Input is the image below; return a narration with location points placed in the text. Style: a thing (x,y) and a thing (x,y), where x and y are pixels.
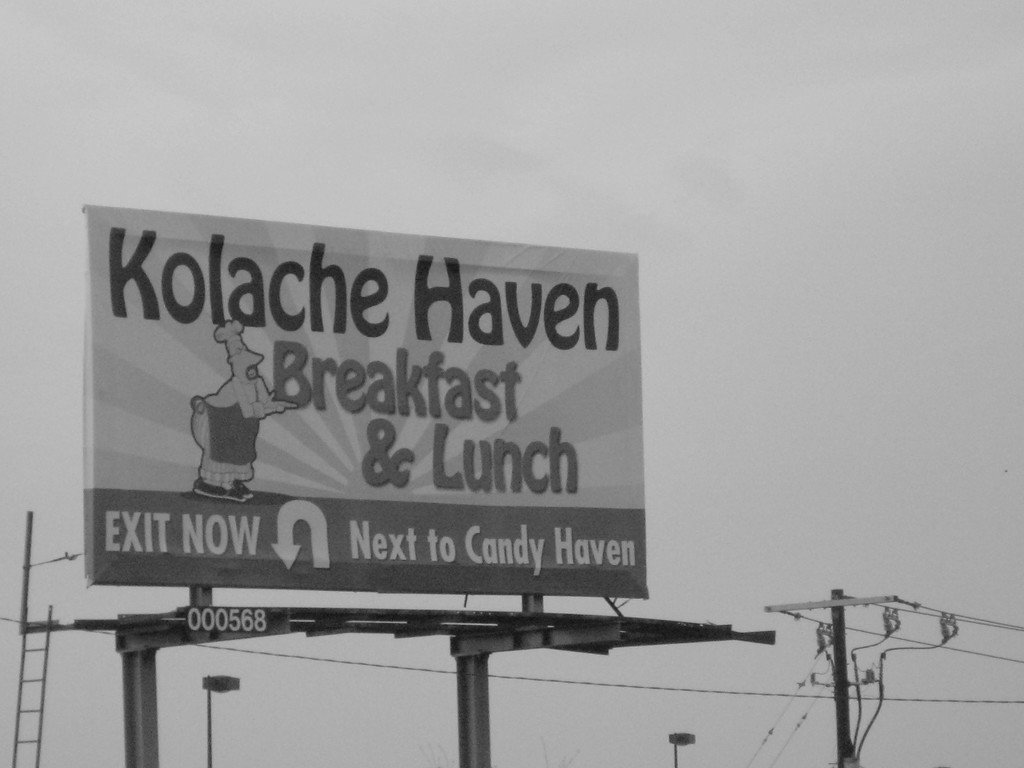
This is a black and white picture, we can see a banner (353,459) with some text (379,431) and an image (237,369), there are some poles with lights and wires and also we can see a ladder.
